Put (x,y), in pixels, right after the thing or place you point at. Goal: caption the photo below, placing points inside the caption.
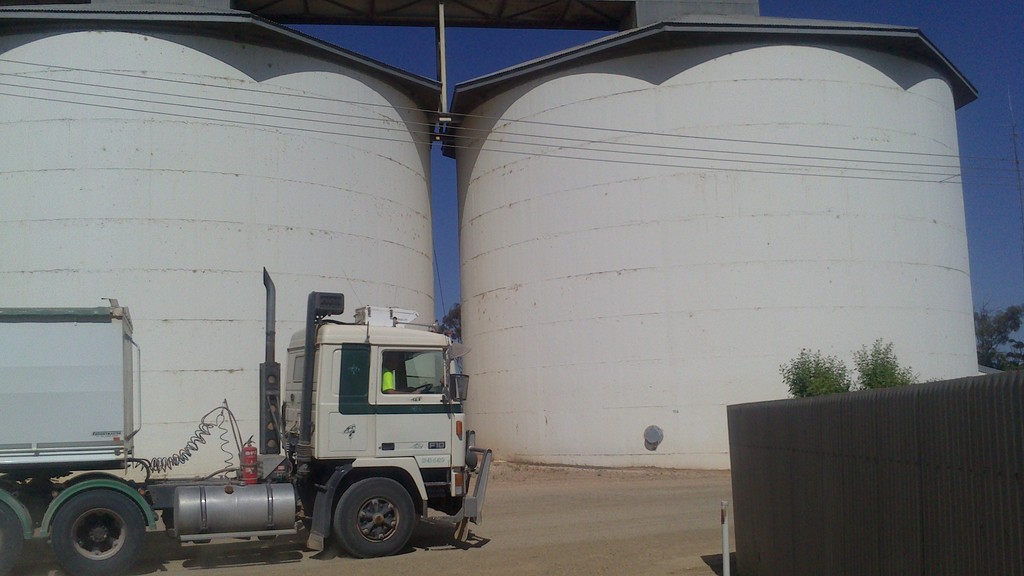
In the image there are two tanks (494,252) and in front of one of the tank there is a vehicle (287,463) and in front of the second tank (848,344) there are plants (829,373).
